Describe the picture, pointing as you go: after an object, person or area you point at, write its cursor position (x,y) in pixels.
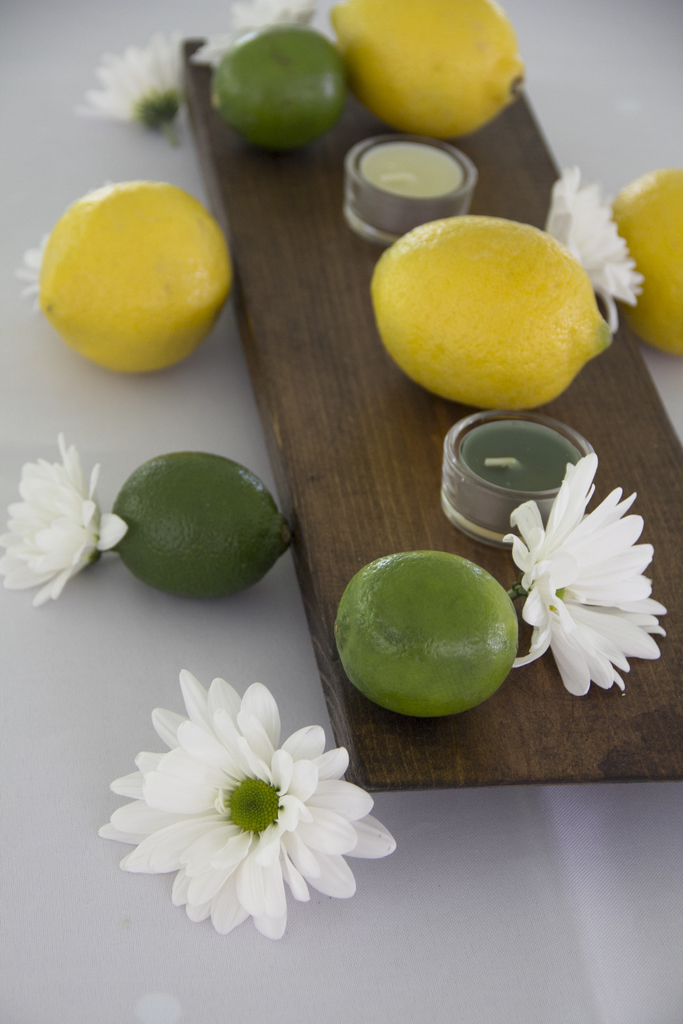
In this picture we can see some fruits (451,67), flowers (573,603) and other objects (475,454) on the wooden board (300,569). There are fruits (183,339) and flowers (172,137) on a white surface (323,904).
